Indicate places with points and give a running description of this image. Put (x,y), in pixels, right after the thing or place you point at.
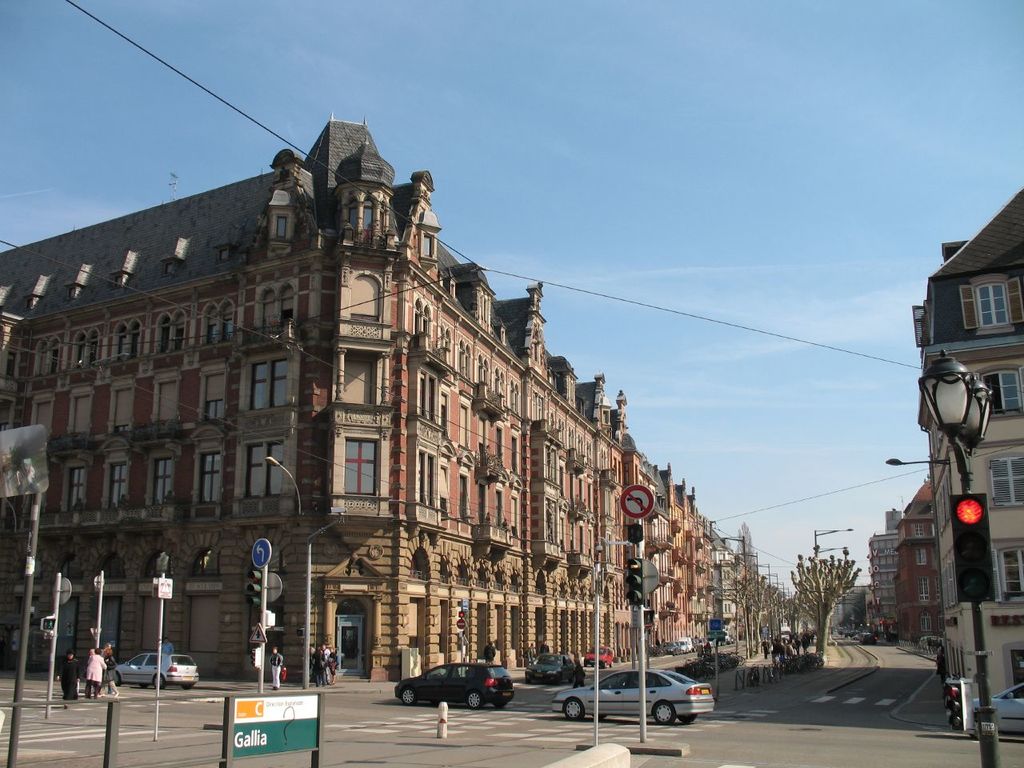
In the image I can see there are few people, cars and electrical poles (594,741) on the road (785,753), beside the road (186,693) there are some buildings (300,652).
